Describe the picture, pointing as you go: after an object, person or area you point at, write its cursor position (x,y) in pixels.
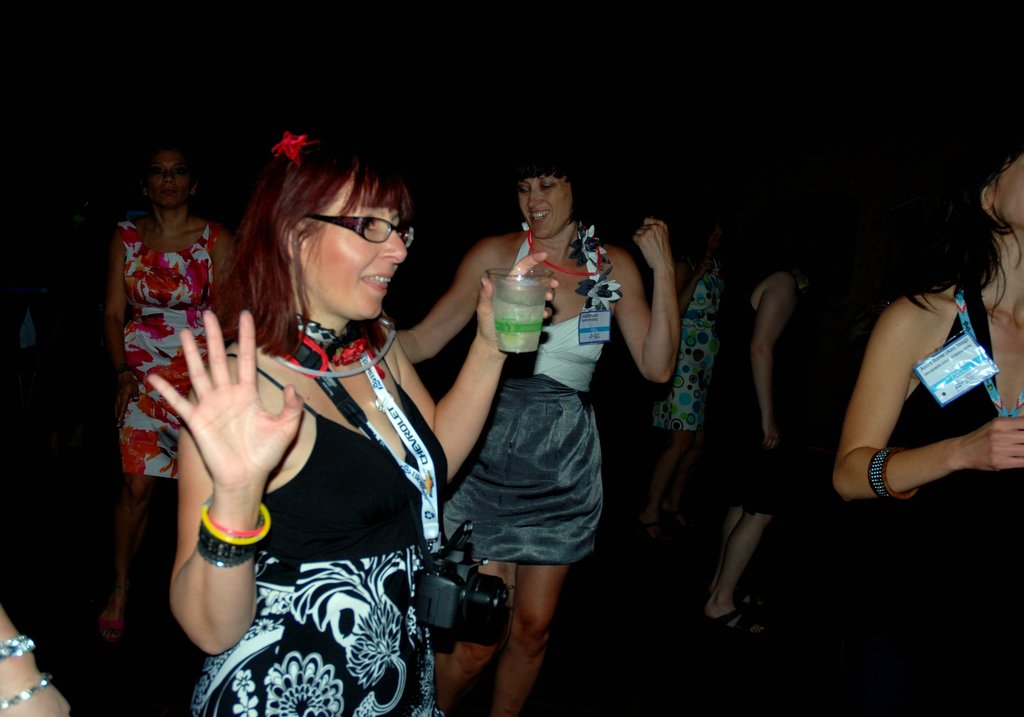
In this image I can see the group of people (589,463) with different color dresses (542,551). I can see one person (395,603) wearing the camera (458,603) and specs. She is also holding the glass (527,309). And there is a black background (635,5).
